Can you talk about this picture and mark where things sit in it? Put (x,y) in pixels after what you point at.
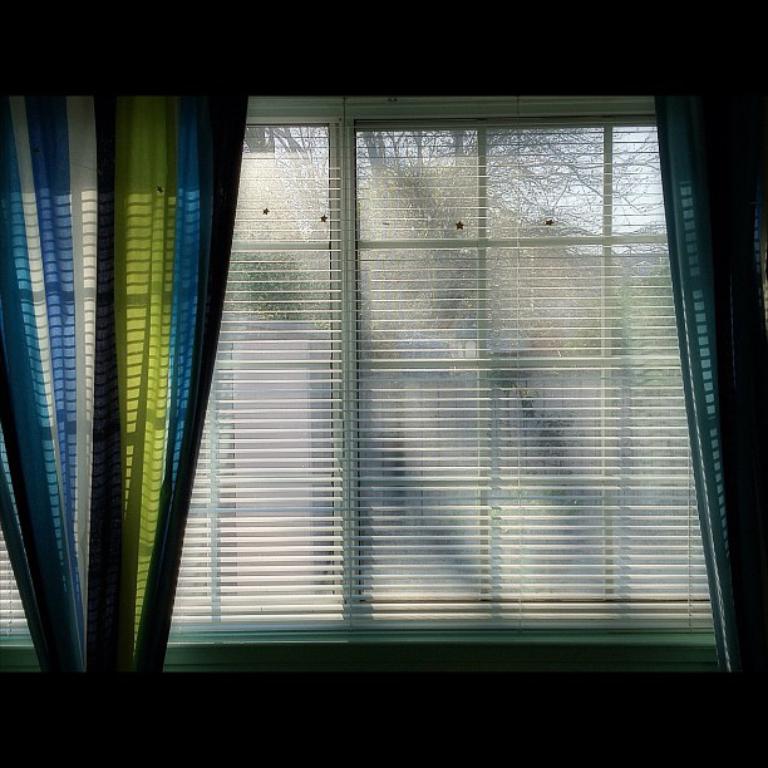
In the given image i can see a curtains (35,171), window (325,406) and behind the window (393,361) i can see a trees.
